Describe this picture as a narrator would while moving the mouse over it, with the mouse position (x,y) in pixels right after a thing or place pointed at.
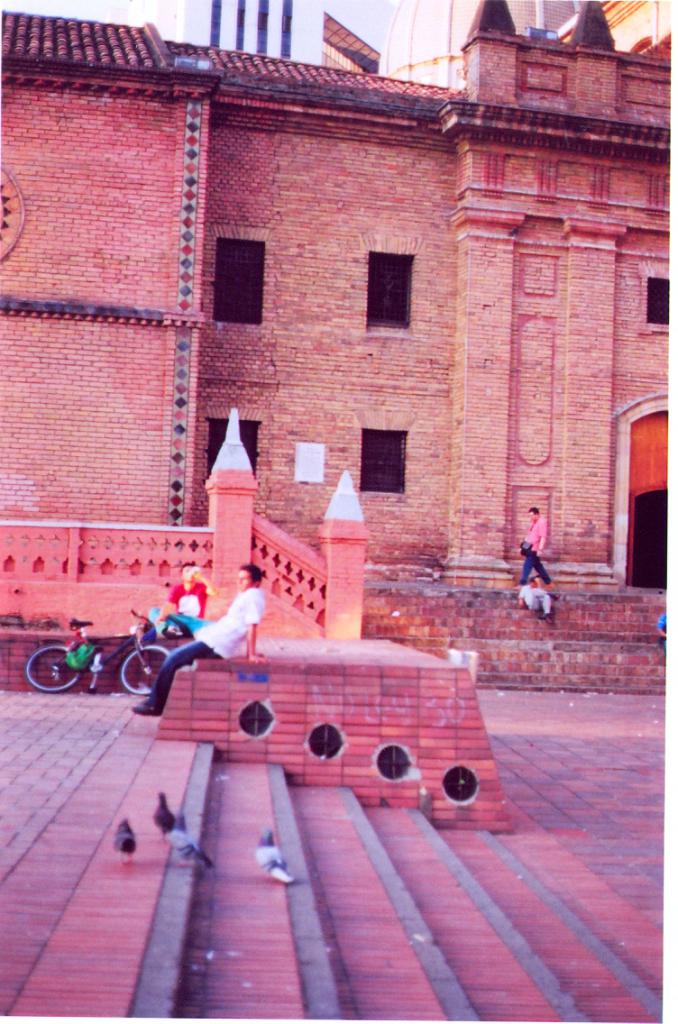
In this image we can see steps (263,895). On the steps (240,829) there are birds (284,879). Near to the steps (273,886) there is a wall (263,701). On that a person (226,626) is sitting. In the back (238,284) there is a building (211,282) with windows (232,316). Near to that there are steps (540,622). And a person (545,615) is sitting on the steps (542,634) and a person (540,541) is walking. On the left side (136,653) there is a cycle (59,669). Near to that a person (183,601) is sitting.
